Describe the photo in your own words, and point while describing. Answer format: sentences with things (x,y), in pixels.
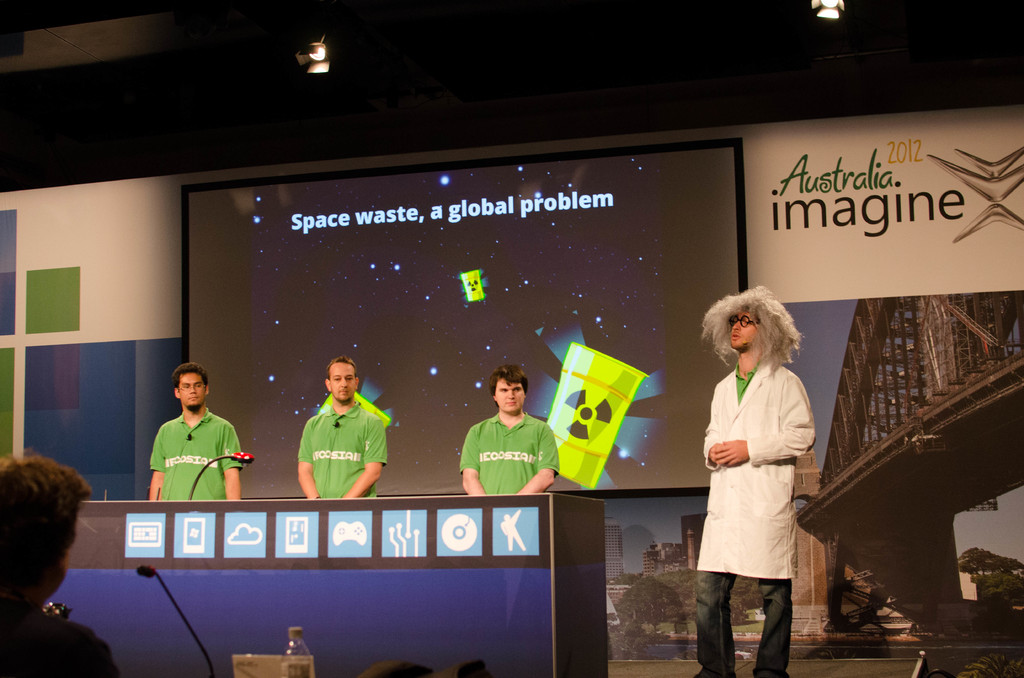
In the foreground of the picture (90,633) there are person (55,502), mic (204,645), bottle (292,654) and other objects (434,676). In the center of the picture (537,421) there are people (736,423), desk (206,503), light (193,495) and some stickers (300,529). In the background (526,227) there are banner (915,198), lights (305,63) and LED screen (553,350).
